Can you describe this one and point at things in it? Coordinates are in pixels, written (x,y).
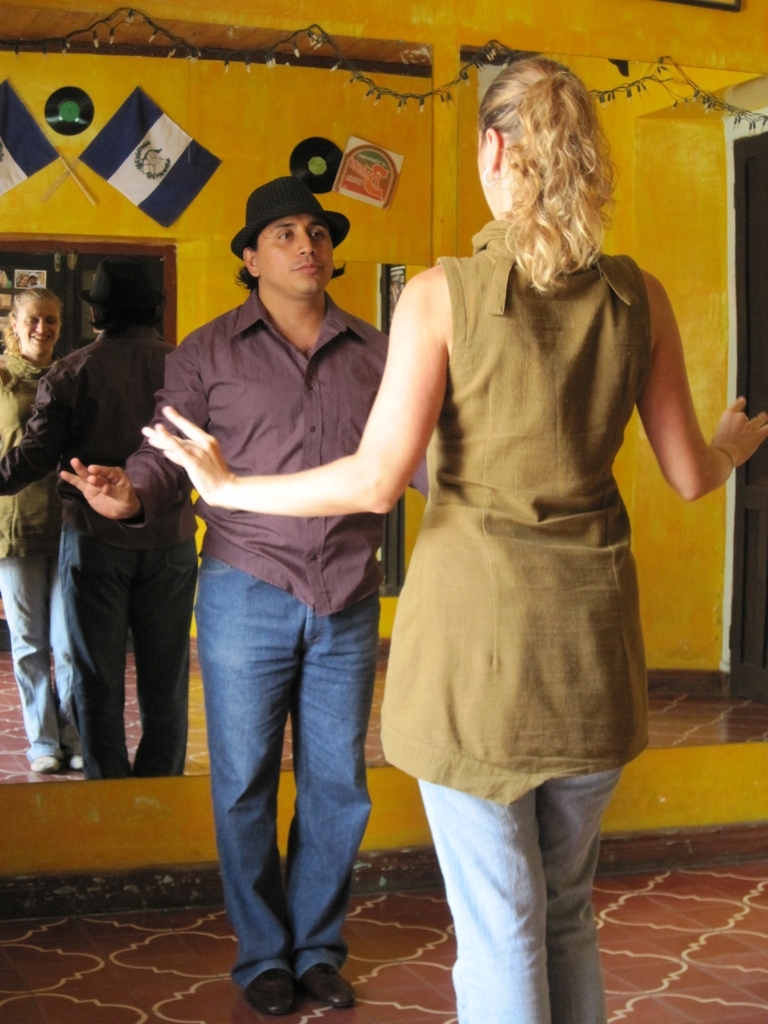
In this image in the foreground (249,436) there is one man (347,424) and one woman (397,412) standing, and in the background (145,298) there is a mirror (105,335) and through the mirror (119,440) we could see reflection (103,462) of man (115,426) and a woman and also there are some flags (150,164) and some discs (294,152) on the wall (391,207). On the right side (763,185) there is a door (753,164), and at the top of the image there are lights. At the bottom (131,977) there is floor (660,933).
